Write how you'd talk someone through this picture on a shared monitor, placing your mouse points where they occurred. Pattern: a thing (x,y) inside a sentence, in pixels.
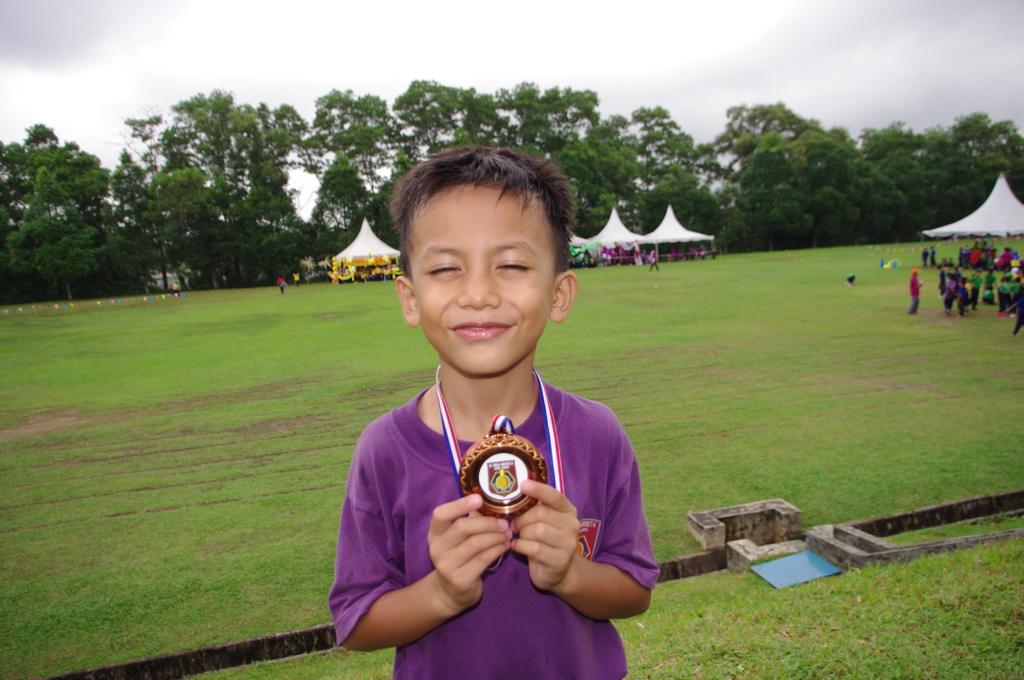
This image is taken outdoors. At the bottom of the image (823,600) there is a ground (771,413) with grass (285,409) on it. In the middle of the image (523,290) there is a kid (495,570) with a smiling face (442,256) and he is holding a medal (479,484) with his hands (474,512). In the background (974,129) there are many trees (979,148) and there are a few stalls (618,234). At the top of the image (123,63) there is a sky (819,82) with clouds (946,69). On the right side of the image (1003,177) there is a stall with a tent (1001,202) and there are many people (915,299) standing on the ground (879,294).
